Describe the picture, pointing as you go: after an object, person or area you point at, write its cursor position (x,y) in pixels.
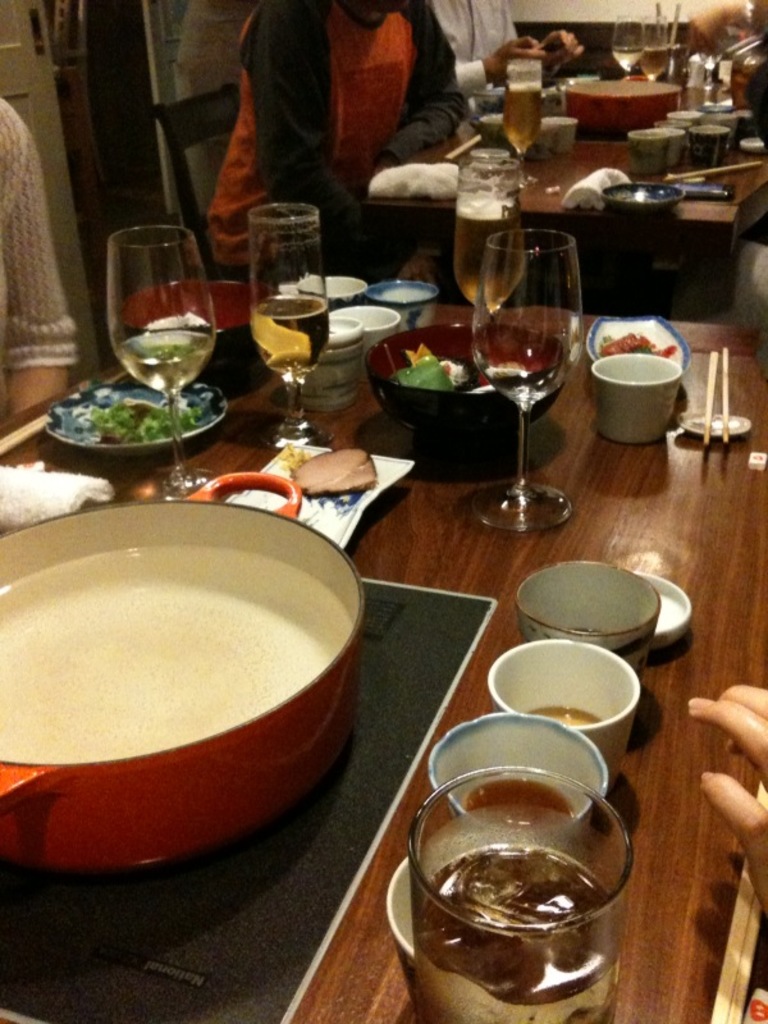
This image is clicked in a restaurant (394,475). There are many glasses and bowls (391,416) on the tables (36,435). To the left (8,337), there are three persons (312,91) sitting in the chairs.
